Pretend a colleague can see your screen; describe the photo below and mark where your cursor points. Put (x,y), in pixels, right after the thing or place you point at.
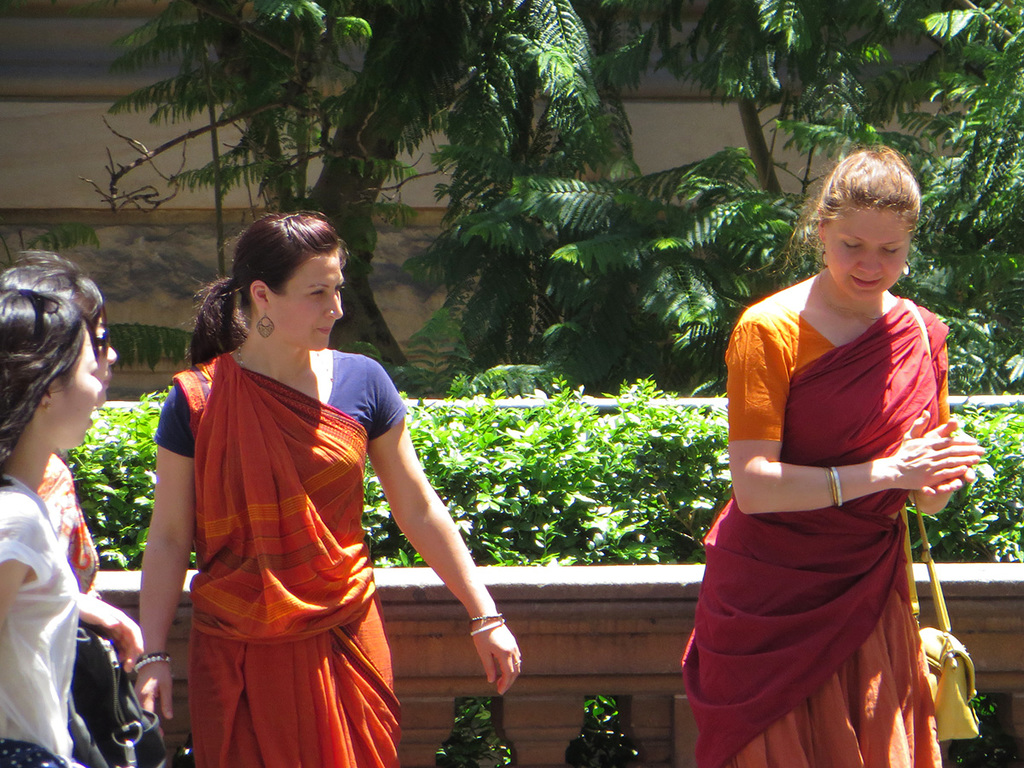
This picture shows few human (222,522) standing. We see couple of women (296,724) wore sarees (260,724) and a woman (950,477) wore a handbag (973,732) and we see trees (701,266) and a building (147,4) and we see plants (627,493).
